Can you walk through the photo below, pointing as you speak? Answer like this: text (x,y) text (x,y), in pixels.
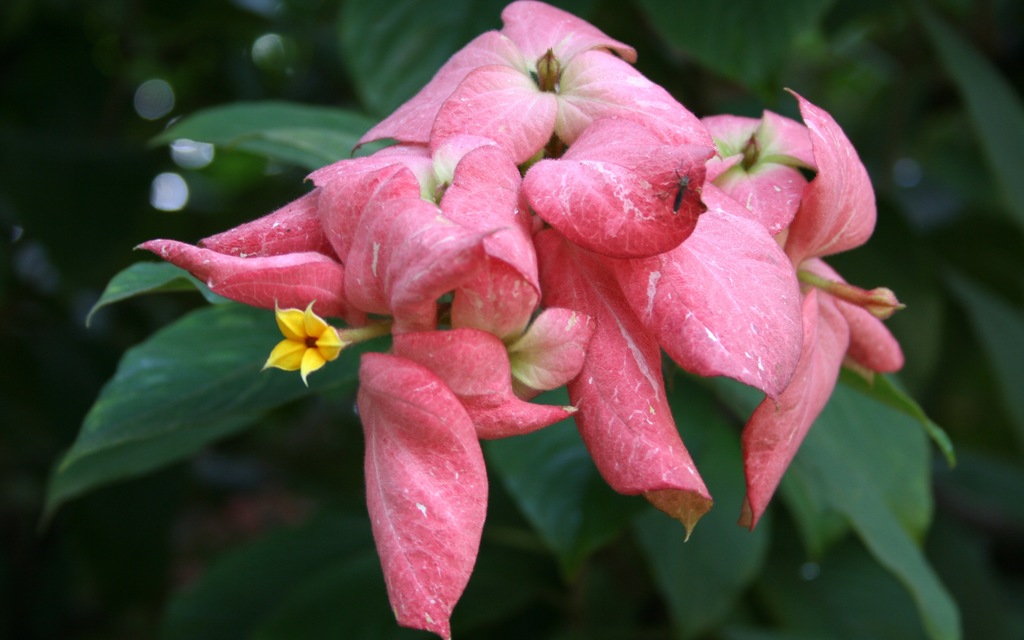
In this image we can see flowers (546,300). In the back (156,277) there are leaves (758,532) and it is blurry in the background (111,458).
